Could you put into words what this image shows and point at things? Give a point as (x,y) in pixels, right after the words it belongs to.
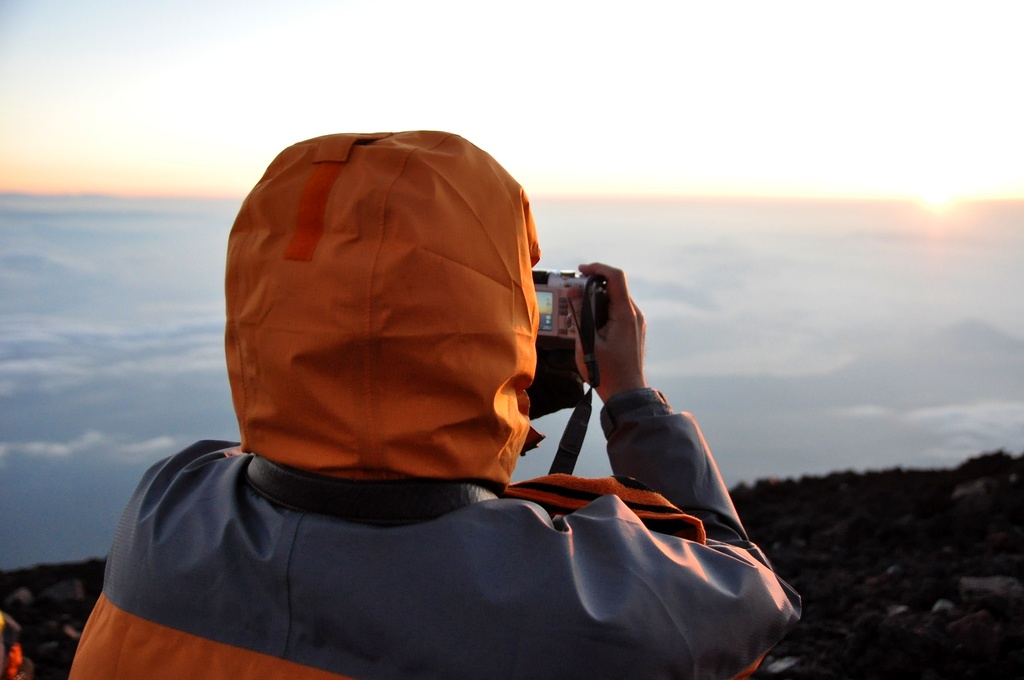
In the bottom left corner of the image (126,565) a person (592,498) is standing and holding a camera (588,284). In front of him we can see some hills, clouds (970,268) and sun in the sky (733,34).
